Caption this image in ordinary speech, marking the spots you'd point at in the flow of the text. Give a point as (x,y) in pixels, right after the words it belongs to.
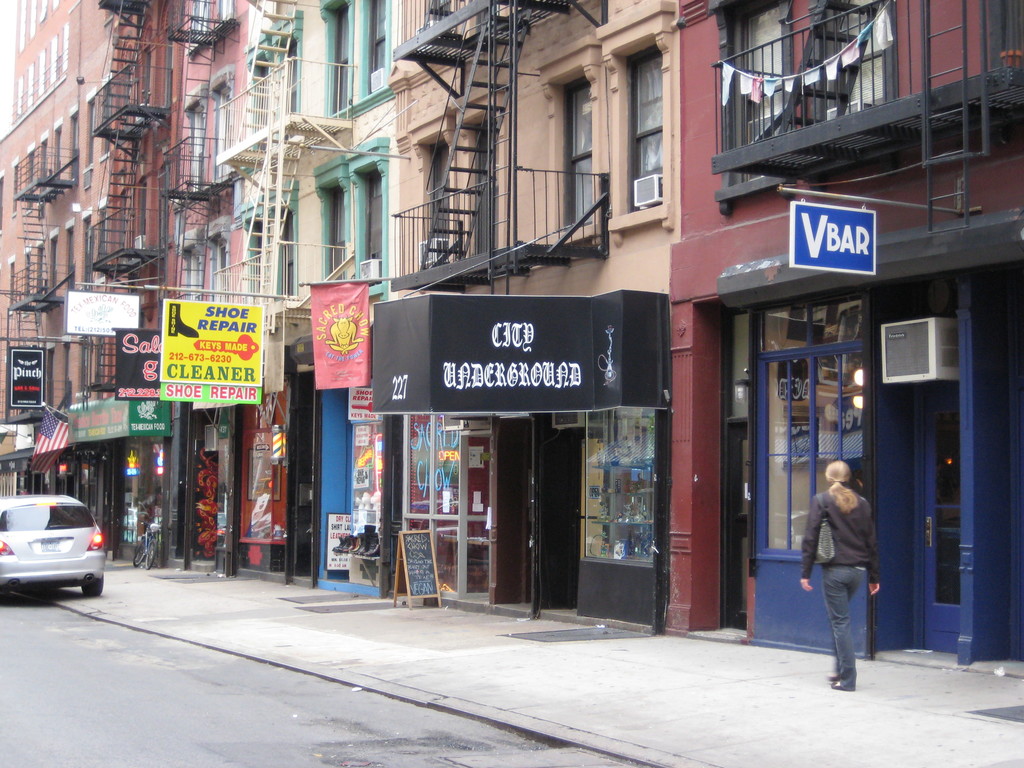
In this picture there are buildings (233,240) and there are boards (213,365) with some text (512,365) written on it and there is a person (837,565) walking and there is a car (54,580) on the road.
